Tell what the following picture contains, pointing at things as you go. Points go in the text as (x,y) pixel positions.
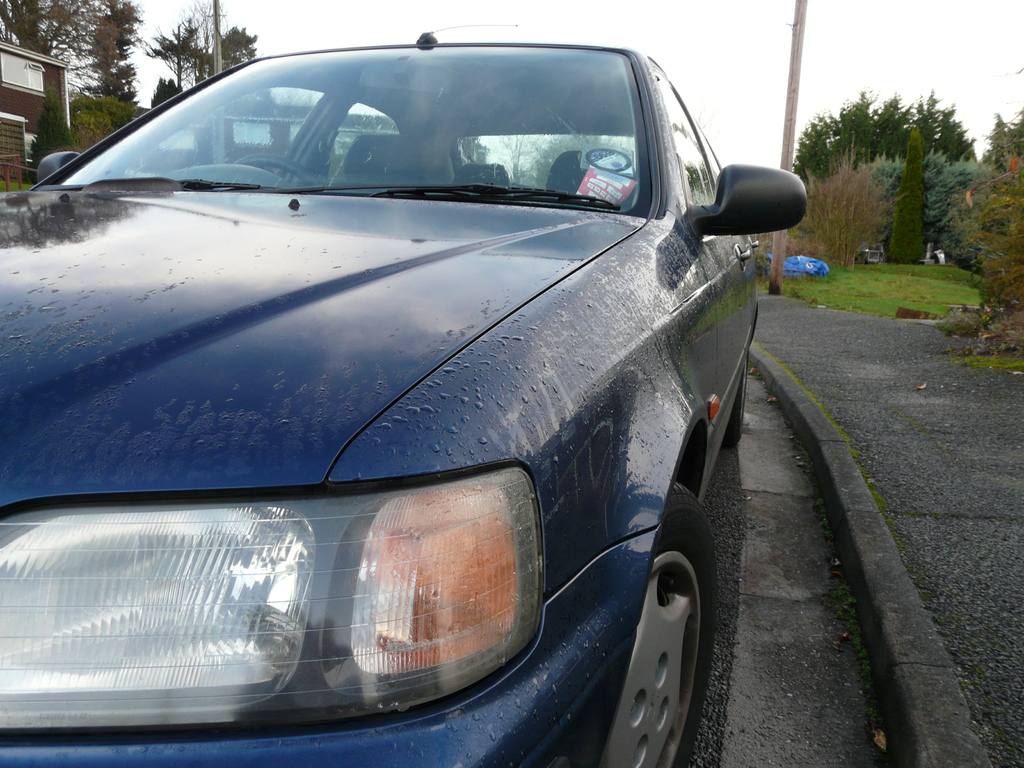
In this picture I can see a car (484,465) in the middle (483,483), on the left side (67,109) it looks like a building (28,85), there are trees (56,128) on either side of this image, at the top (618,32) there is sky (615,32).
